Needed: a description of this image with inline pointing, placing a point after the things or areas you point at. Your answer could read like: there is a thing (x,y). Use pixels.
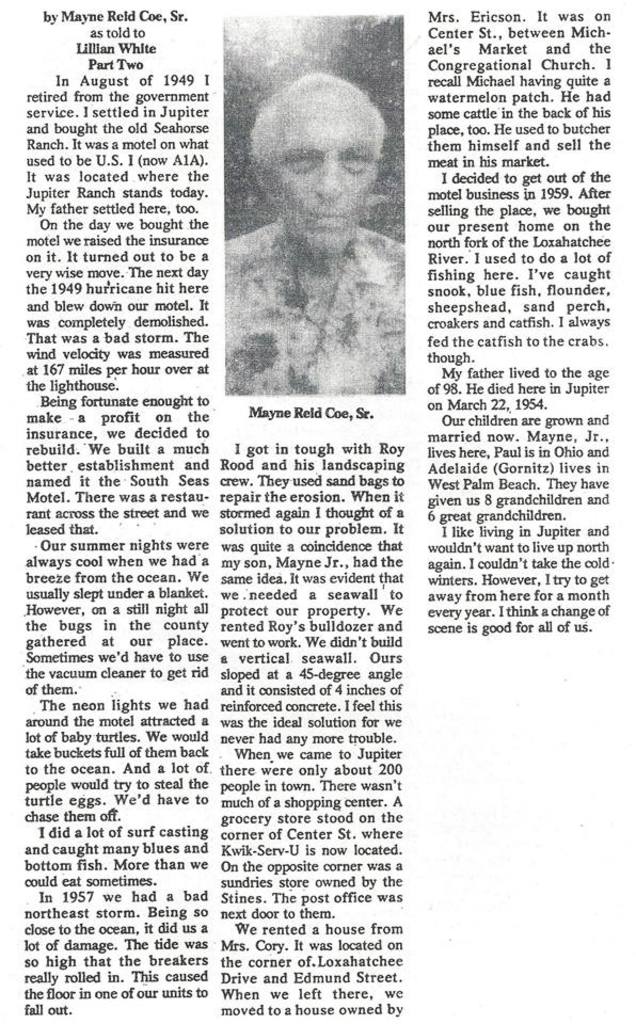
In the picture I can see the photo (385,99) of a man (365,236) and there is a pattern (299,253) on his shirt (310,328). I can see the text (29,300) in the picture.
